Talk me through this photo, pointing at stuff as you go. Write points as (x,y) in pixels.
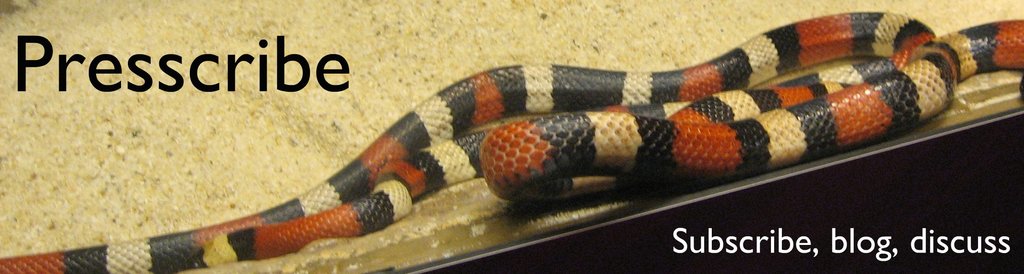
In this image I can see a snake (613,158) on a surface (389,109) and there is some text (217,81) written on the image.
